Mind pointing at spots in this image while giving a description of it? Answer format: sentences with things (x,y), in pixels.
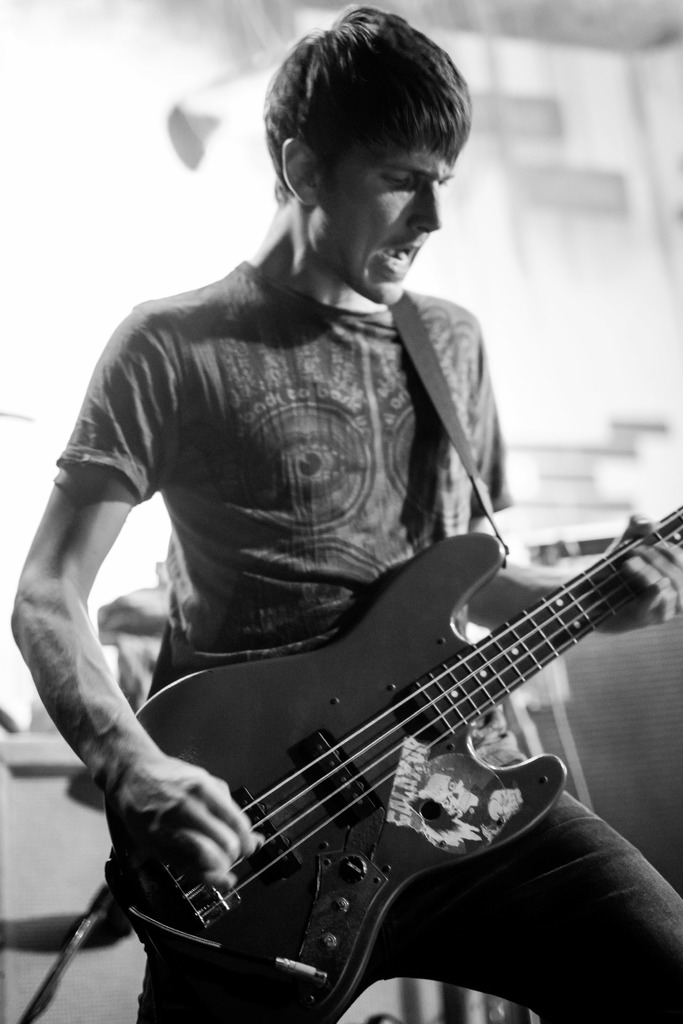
This image is taken in a room (558,209). In this image there is a man (521,572) standing and holding a guitar (326,712). He is playing a guitar (305,827).
